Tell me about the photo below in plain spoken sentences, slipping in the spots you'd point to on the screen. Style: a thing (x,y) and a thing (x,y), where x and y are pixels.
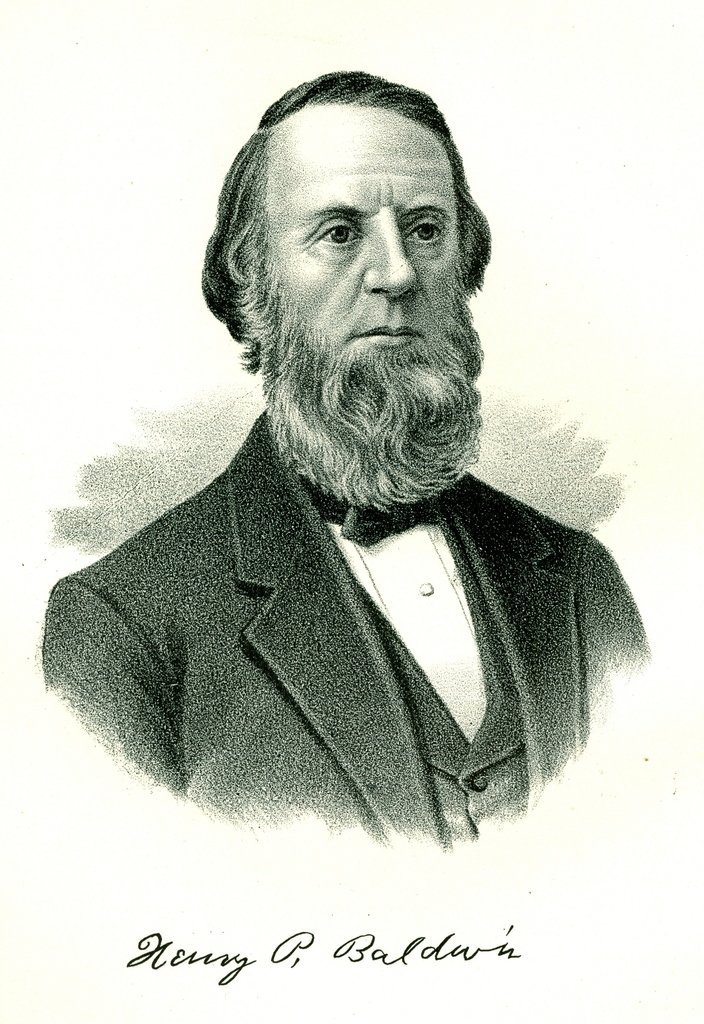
In this picture we can see a photo (276,545) of a man (351,645). On the photo (358,925), it is written something.
